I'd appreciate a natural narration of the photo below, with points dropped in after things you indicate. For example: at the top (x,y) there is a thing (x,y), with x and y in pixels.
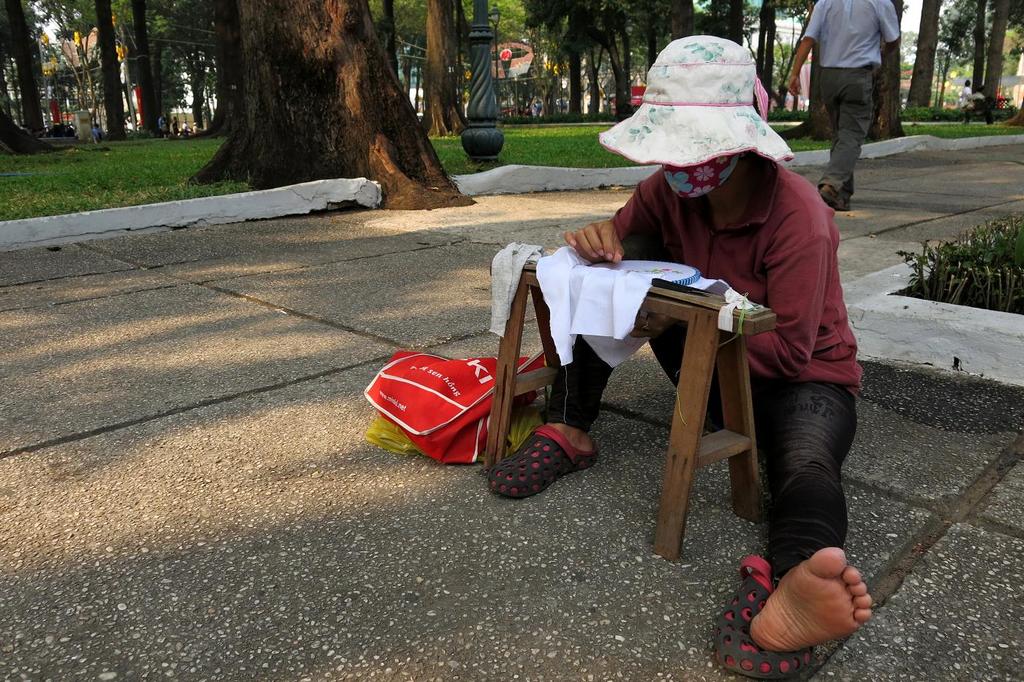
In this image we can see a woman (733,204) wearing red color shirt (666,252), black color jeans (803,482) sitting on ground (723,500) doing some work on stool (519,385) and in the background of the image (954,53) there are some persons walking and there are some trees (647,24).
